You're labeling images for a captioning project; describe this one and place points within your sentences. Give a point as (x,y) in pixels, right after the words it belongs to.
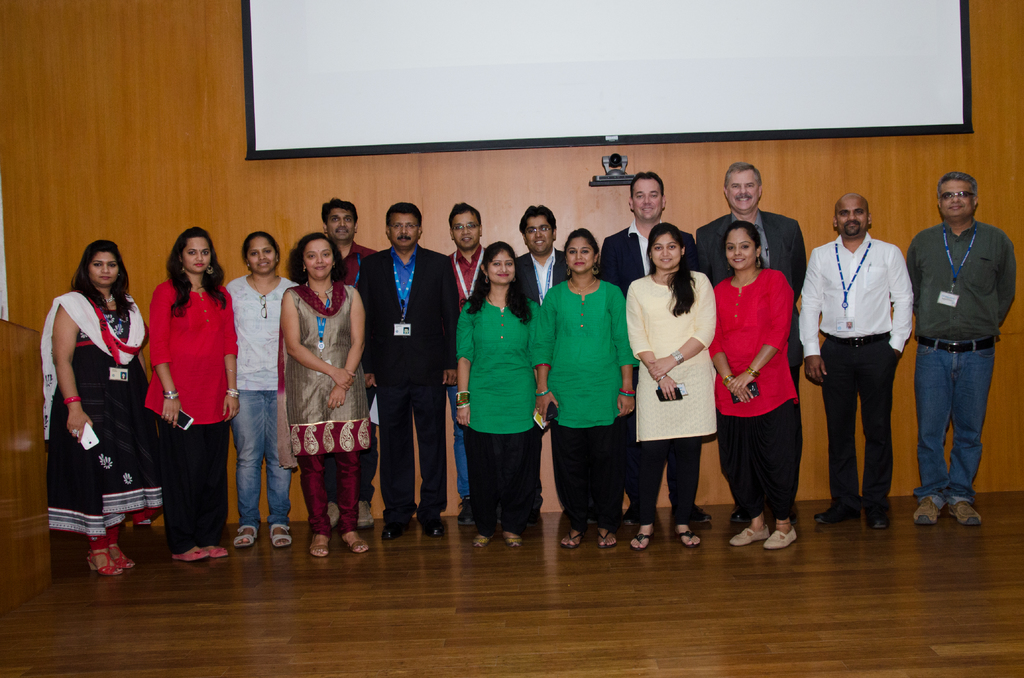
In this image we can see many people (601,398) standing. Some are wearing tags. Some are holding mobiles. In the back (132,192) there is a wooden wall (166,192) with screen (617,105) and camera (627,180).
